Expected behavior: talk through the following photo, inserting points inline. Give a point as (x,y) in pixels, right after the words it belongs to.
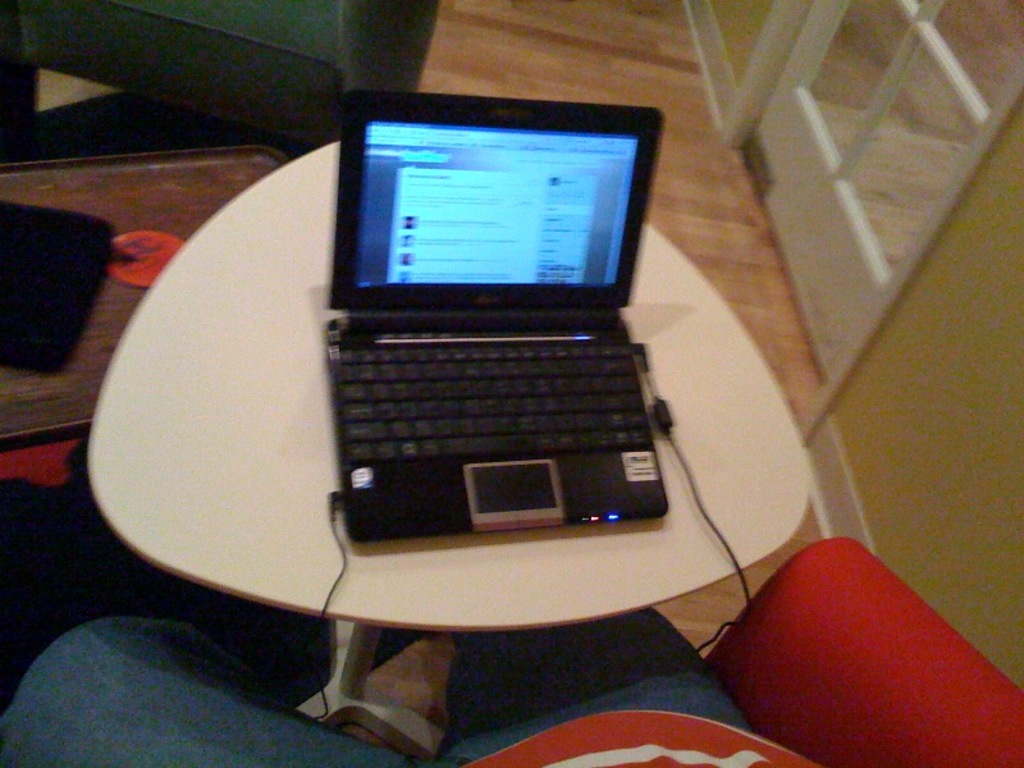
In this image I see a white table (712,346) on which there is laptop (556,144) which is of black in color and I see 2 wires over here and I see a person (690,676) who is sitting on the red color couch (765,624) and I see the floor (565,83) and I can also see the wall (966,444) over here.
